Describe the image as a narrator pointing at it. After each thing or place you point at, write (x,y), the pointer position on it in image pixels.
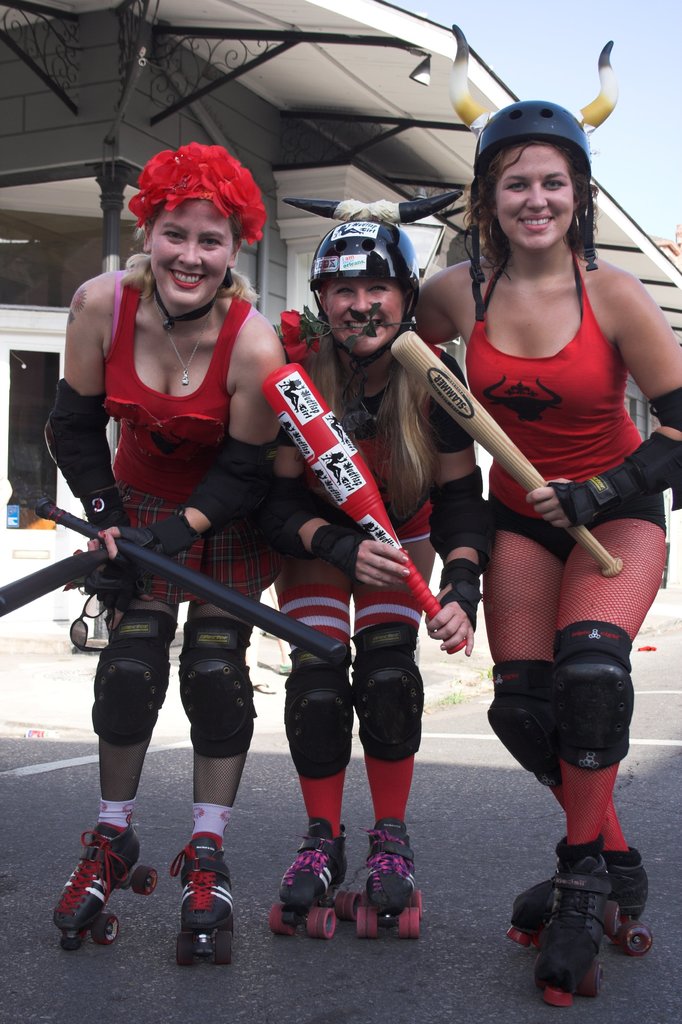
In this image, we can see people (342,632) skating shoes (275,928) and holding bats (307,430) and wearing helmets (415,284), one of them is wearing a headband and we can see a flower (317,334). At the bottom (240,903), there is a road (299,944) and at the top (569,32), there is sky (550,32).
